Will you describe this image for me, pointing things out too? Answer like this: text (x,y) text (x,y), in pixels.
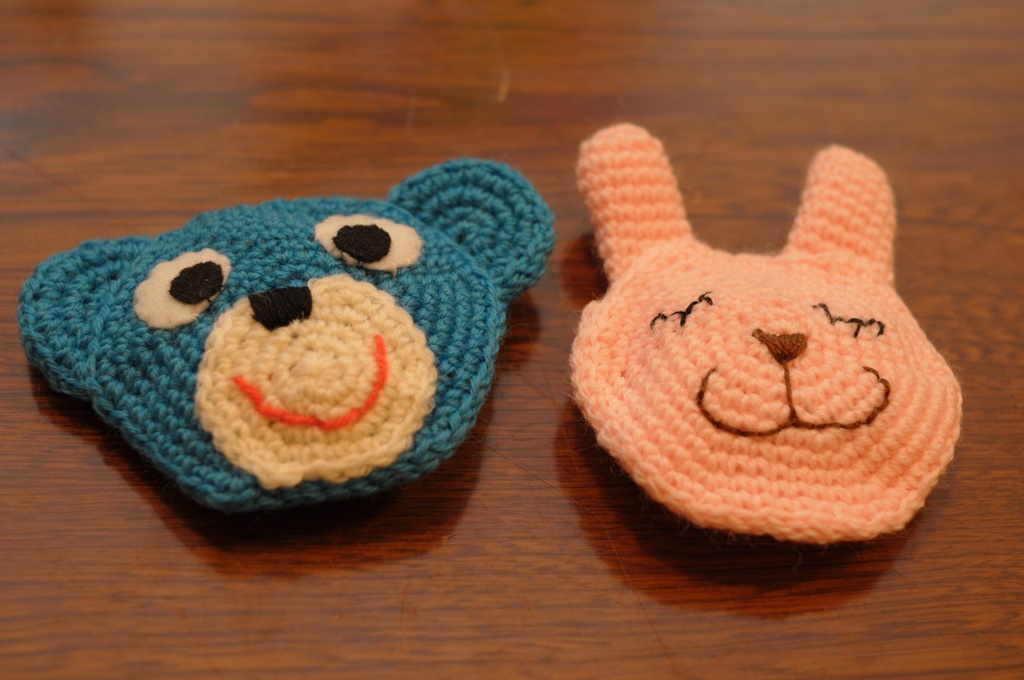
In this picture we can see crocheted animal heads (299,358) on the wooden surface (145,609).
